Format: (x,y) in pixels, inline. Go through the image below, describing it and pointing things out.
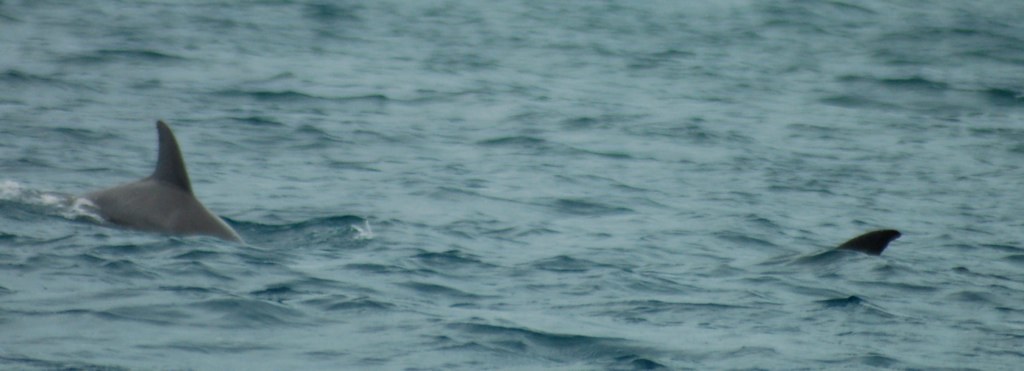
In this image I can see the water (553,130) and two aquatic animals (166,138) in the water (714,246).
